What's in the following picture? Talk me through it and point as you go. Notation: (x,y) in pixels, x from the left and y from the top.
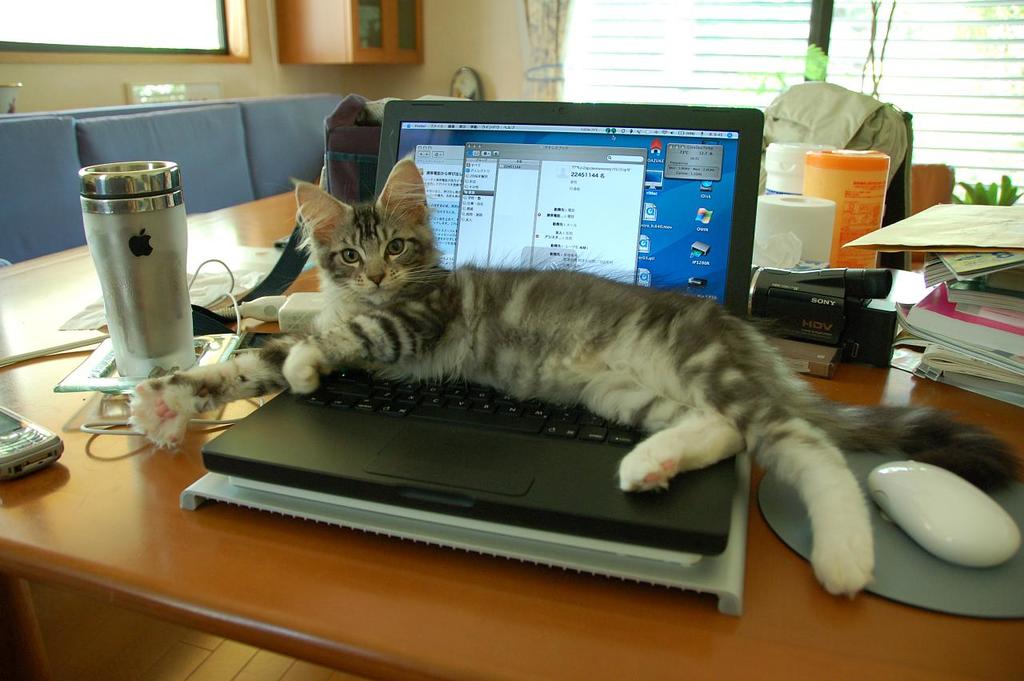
In this picture there is a cat (559,305) sitting on the laptop (435,436). There is a mouse (922,514), bottle (163,319), phone (44,456), bag (329,161), books (965,282), chair (219,132), jacket (871,124). There is a curtain (555,68), cupboard (378,46), plants (994,186) at the background (967,155). There is a table (207,580).
